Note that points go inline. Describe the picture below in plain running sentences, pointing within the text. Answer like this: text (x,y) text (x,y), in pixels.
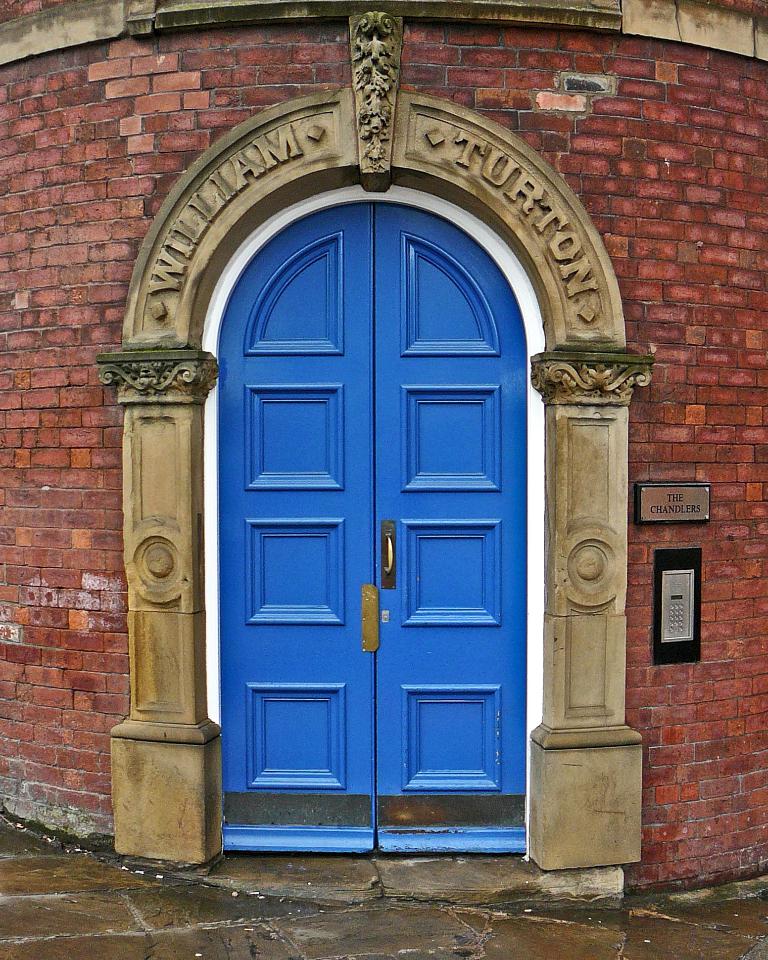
In this image we can see a building (692,695), on the building (698,470) we can see a board (697,504) with some text (690,511) and another object (667,659), also we can see the blue color doors (342,432).
